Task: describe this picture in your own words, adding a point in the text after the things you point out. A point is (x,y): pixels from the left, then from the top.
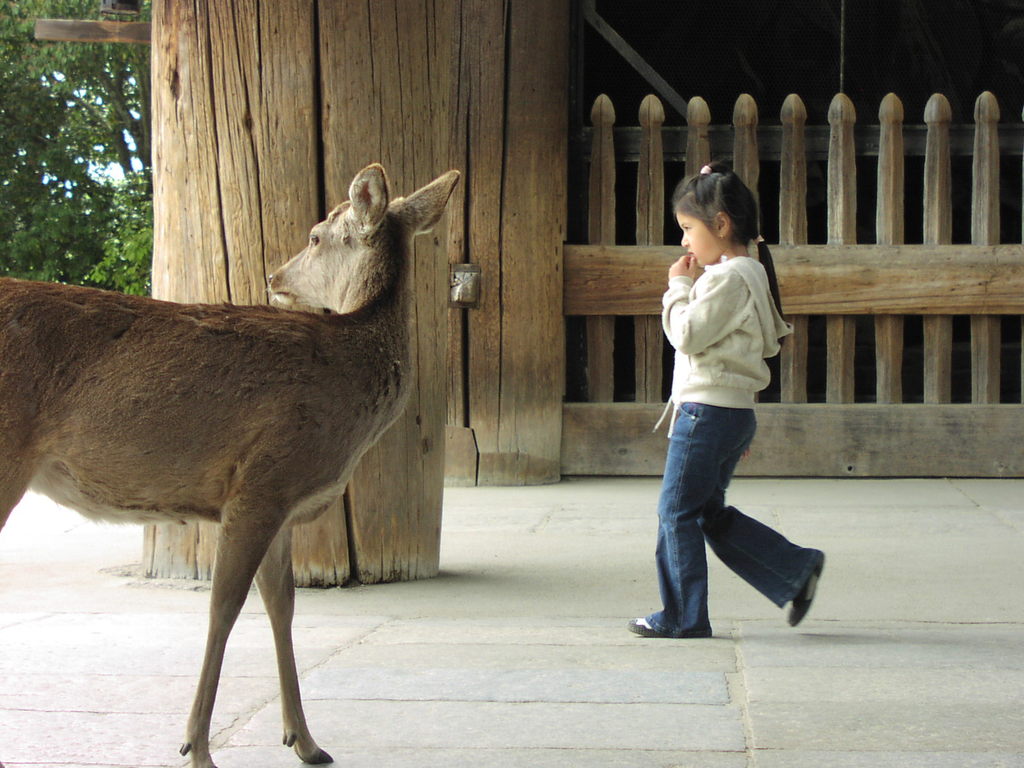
In this picture I see a deer (209,384) on the left side (199,393) and in the middle of this picture (674,421) I see a girl (669,494) and in the background (77,222) I see the trees (1,43) and the wooden fencing (601,320).
